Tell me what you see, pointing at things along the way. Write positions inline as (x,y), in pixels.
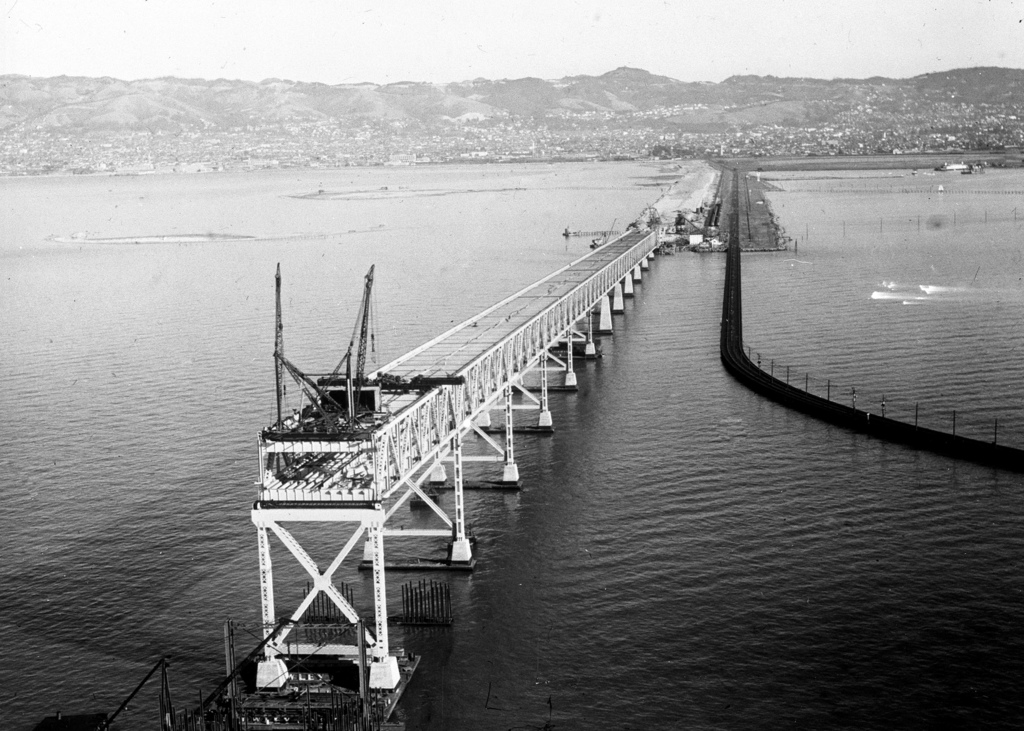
It looks like a black and white picture. It is looking like a bridge (493,398) in the water (501,545) and behind the bridge (369,445) there are hills (725,102) and a sky (670,74).
